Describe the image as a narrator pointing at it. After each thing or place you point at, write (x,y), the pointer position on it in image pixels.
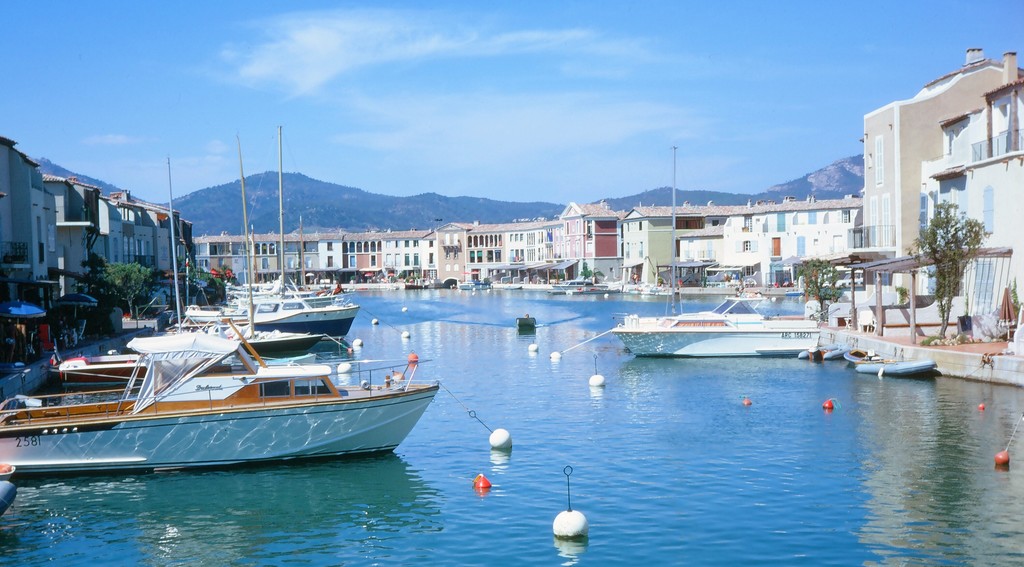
In the image in the center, we can see few boats (465,283) and poles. In the background (484,66), we can see the sky (514,130), clouds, trees (935,228), buildings (58,201), poles (915,280), water (668,410) etc.
